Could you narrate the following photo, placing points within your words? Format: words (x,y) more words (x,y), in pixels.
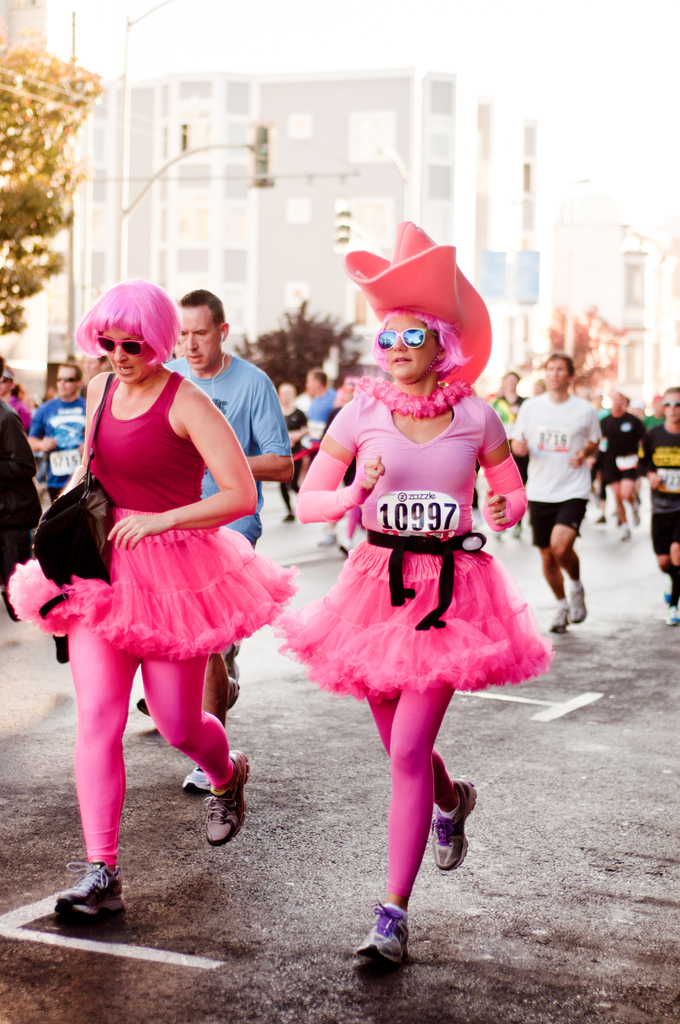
This picture describes about group of people (316,463), they are running on the road (569,652), in the middle of the image (439,432) we can see two women (450,473), they wore pink color dresses (108,426), in the background (246,146) we can see few poles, buildings (243,237) and trees (37,219).
